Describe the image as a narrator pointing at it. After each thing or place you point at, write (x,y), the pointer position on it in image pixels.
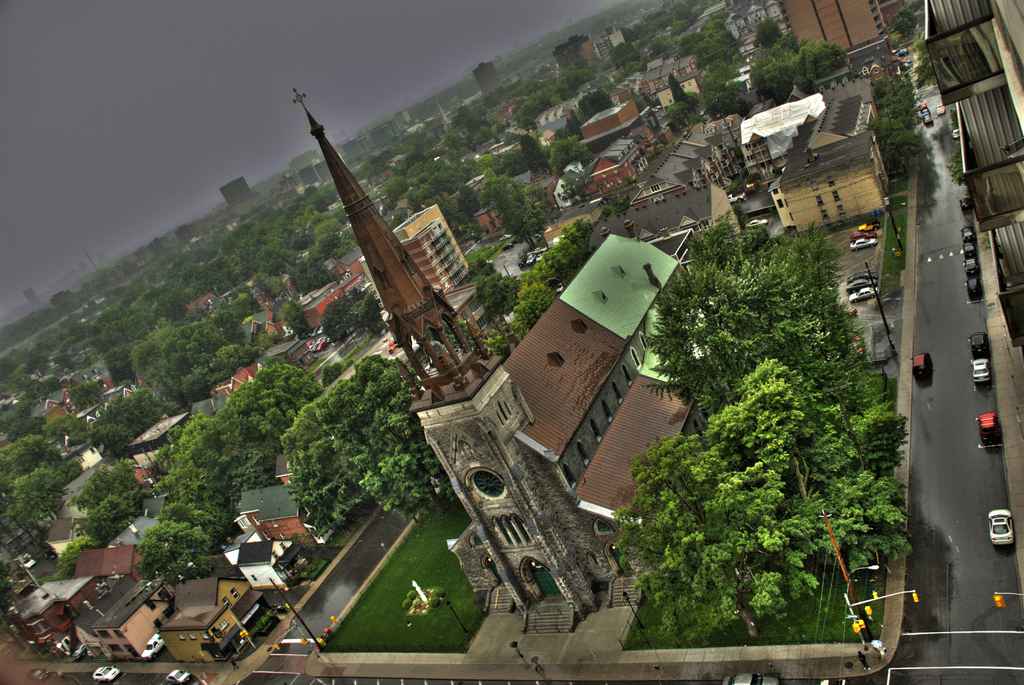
In the image there are many trees (187,360) and also there are many buildings (489,455) with walls (466,446), windows (487,486), pillars (503,540) and roofs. And also there is a pole (309,119) with a cross (294,92). On the roads (932,366) there are many vehicles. And also there are poles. In the top left corner of the image (250,79) there is sky (259,78) with clouds (130,88).
